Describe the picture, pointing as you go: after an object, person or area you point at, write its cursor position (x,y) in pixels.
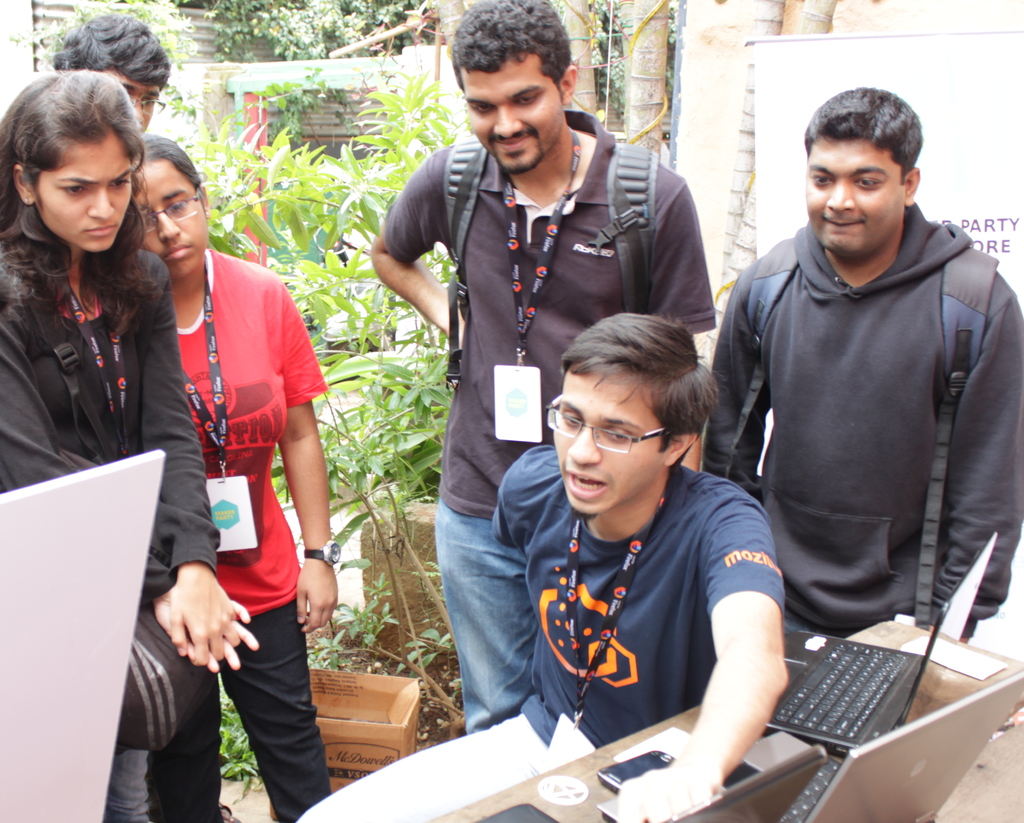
In front of the picture, we see a man (551,564) in blue T-shirt (647,594) is sitting on the chair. He is trying to explain something. In front of him, we see a table (596,749) on which laptops (720,802) and a mobile phone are placed. Behind him, we see five people (268,328) are standing and all of them are listening to him. Behind them, we see a carton box (394,679), plants (376,429) and trees (369,230). On the right side (991,144), we see a white board (993,161) or a banner (957,156) with some text (1003,223) written on it. In the left bottom (37,658), we see a white color board (83,555). There are trees (290,131) and a building (686,82) in the background (426,150).
